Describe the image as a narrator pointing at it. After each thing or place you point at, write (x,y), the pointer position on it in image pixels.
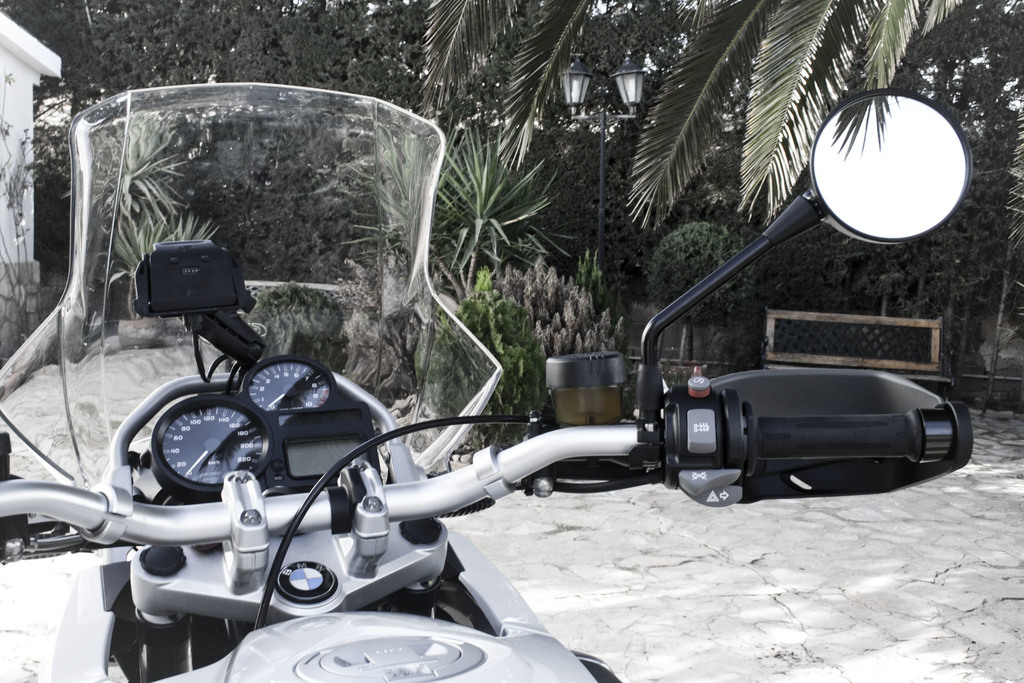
In this image there is a motorbike (327,562). In the background (205,51) there are trees (608,227), plants (506,240) and a pole (604,211). On the right (815,342) we can see a bench (787,366). On the left (21,70) there is a building (17,255).
